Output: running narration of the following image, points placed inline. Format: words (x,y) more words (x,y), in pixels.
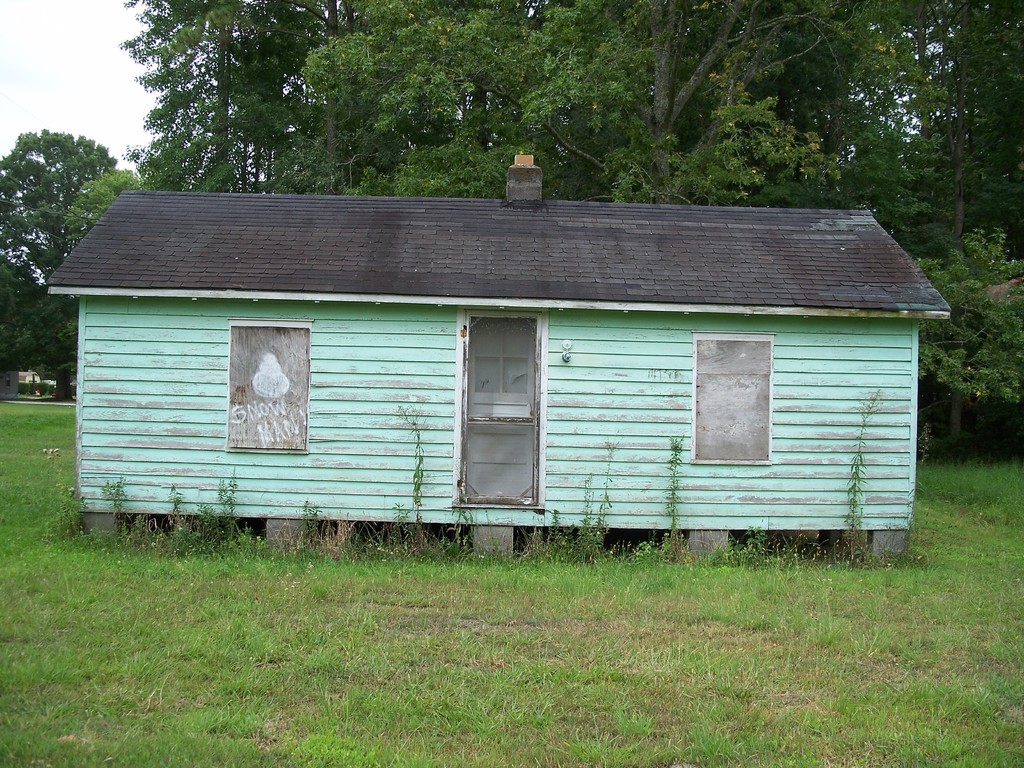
In this image we can see a wooden house (99,422). Here we can see the grass (601,682), trees (843,100) and sky (40,93) in the background (159,124).
